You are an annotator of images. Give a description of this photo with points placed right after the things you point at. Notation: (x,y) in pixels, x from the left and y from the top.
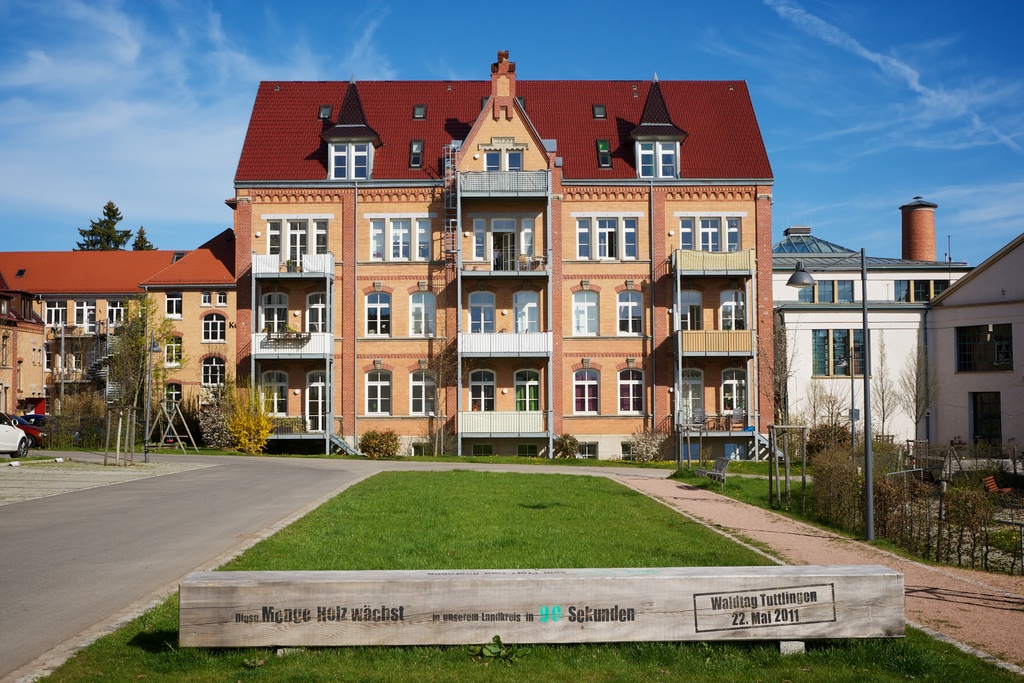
In this picture I can observe buildings (374,296) in the middle of the picture (488,308). In front of the building (459,308) I can observe some grass (408,544) on the ground (468,560). In the background (151,142) I can observe sky (355,68).
